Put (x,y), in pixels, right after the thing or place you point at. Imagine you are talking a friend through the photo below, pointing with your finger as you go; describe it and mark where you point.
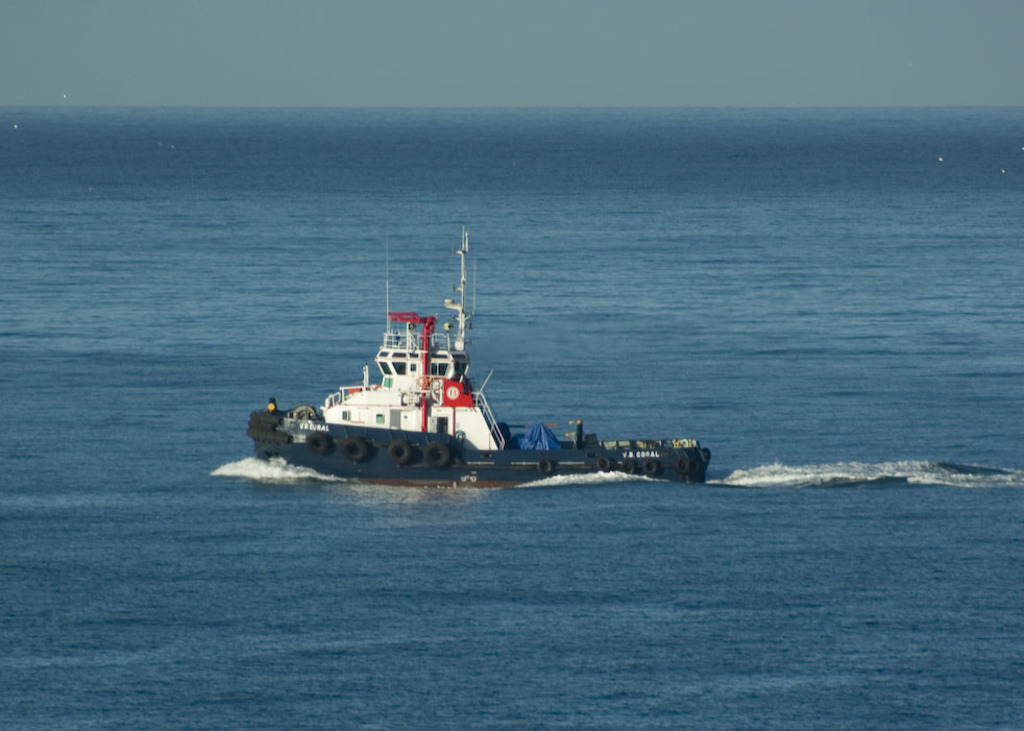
In this image in the center (420,422) there is one ship (414,368), and at the bottom (284,582) there is a sea (227,131) and at the top (568,38) there is sky (633,33).
